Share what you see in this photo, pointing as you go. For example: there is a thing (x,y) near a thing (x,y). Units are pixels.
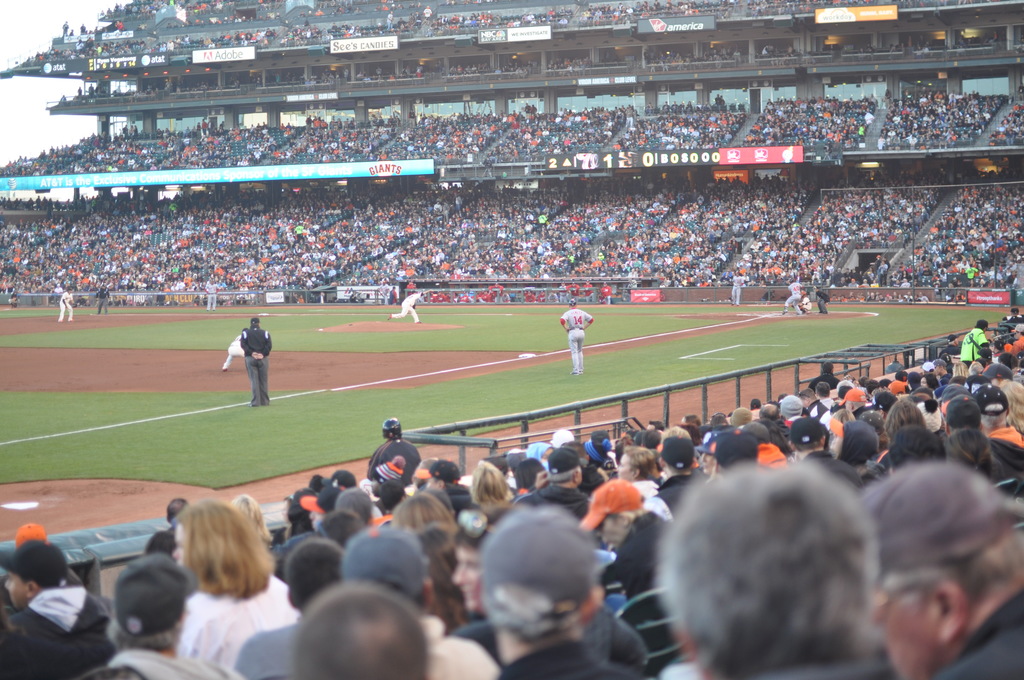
This is the interior view of a stadium (700,354). In this image we can see some persons (400,317), ground (378,326), grass (745,340) and other objects (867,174). In the background of the image (452,235) there are some persons (15,207), name boards (485,33), glass objects (124,84), sky (21,23) and other objects (1009,72). At the bottom of the image (498,527) there are persons (609,482), fence (123,541) and other objects (33,531).
